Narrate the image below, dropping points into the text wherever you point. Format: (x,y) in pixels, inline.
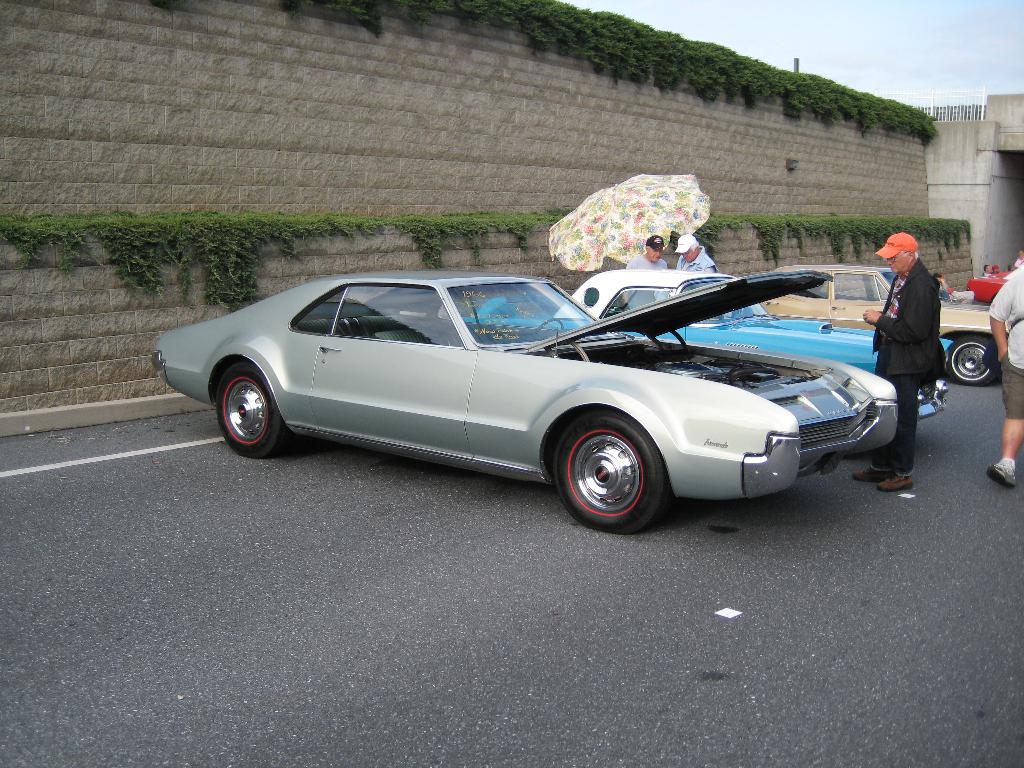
In the image in the center (523,310), we can see few vehicles (835,403). And we can see a few people (683,266) are standing and two persons (649,247) are holding one umbrella (653,233). In the background (663,6) we can see the sky (684,28), clouds (708,32), plants (795,105) and one building (666,162).
